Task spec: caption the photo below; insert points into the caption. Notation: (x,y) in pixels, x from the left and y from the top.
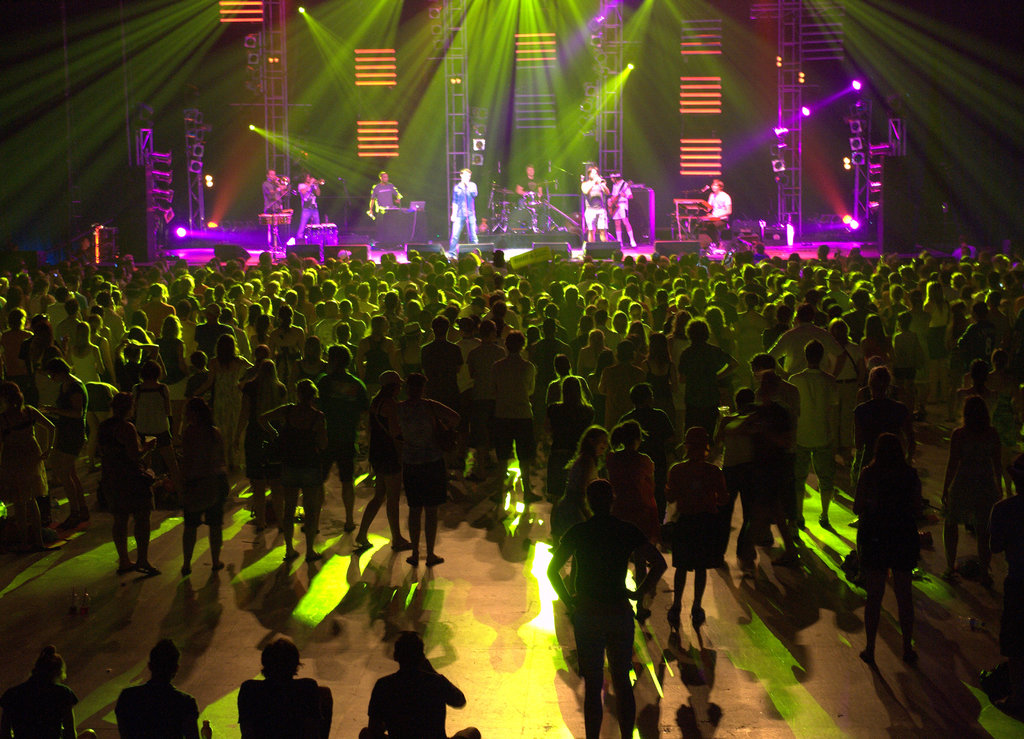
It is a concert, on the stage (361,241) there are some people (520,190) performing the show, it is a music show and there are different lights (552,102) focusing on the stage (297,222) and in front of the stage (410,207) the audience (399,322) are standing and enjoying the music.
